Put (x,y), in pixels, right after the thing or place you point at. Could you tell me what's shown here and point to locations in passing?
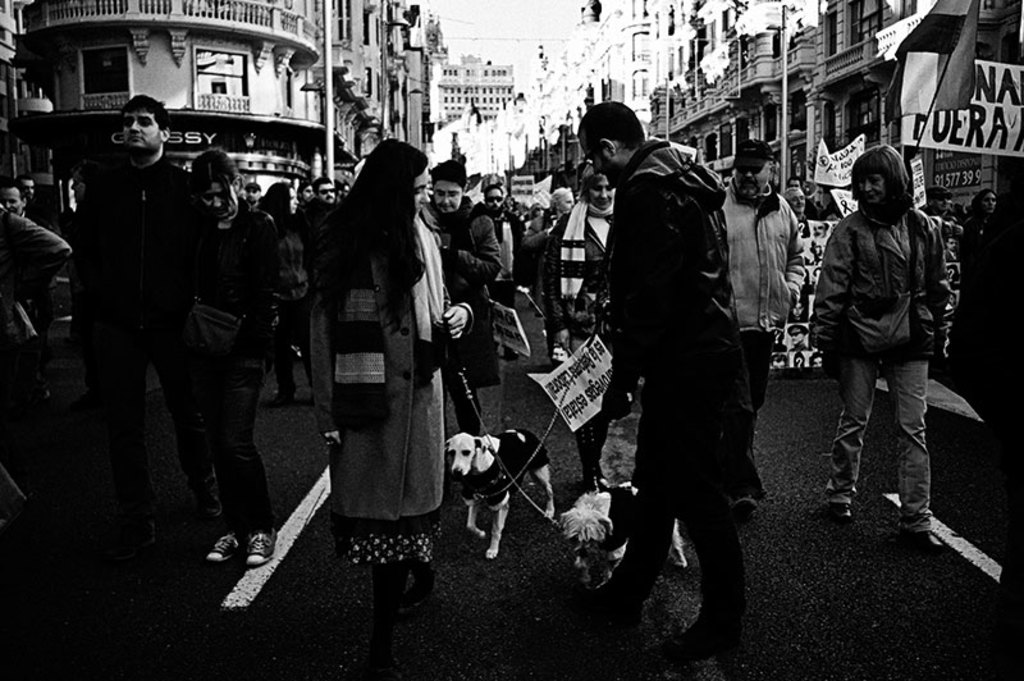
This picture is in black and white. In the center (509,403), there is a road (494,403). On the road (602,665), there are people (833,262) walking with placards (844,195) and flags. In the center (409,434), there is a woman (395,520) and a man (743,382) holding dogs (496,524). On the top (247,21), there are buildings (657,77).
